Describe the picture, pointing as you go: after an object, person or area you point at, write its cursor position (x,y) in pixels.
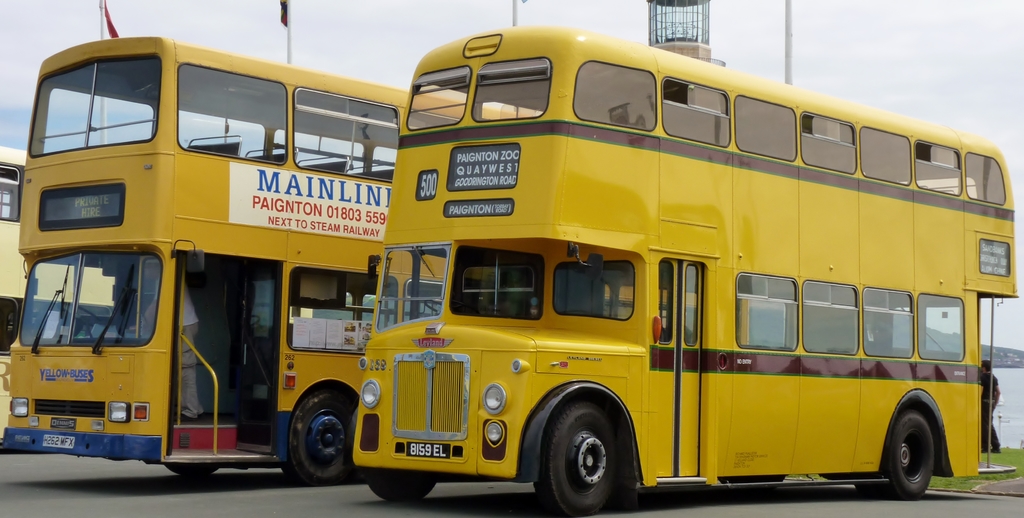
In this picture I can see Double Decker buses (510,316) on the road (986,506), there are flags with the poles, there is water (1014,392), and in the background (741,57) there is sky (25,32).
